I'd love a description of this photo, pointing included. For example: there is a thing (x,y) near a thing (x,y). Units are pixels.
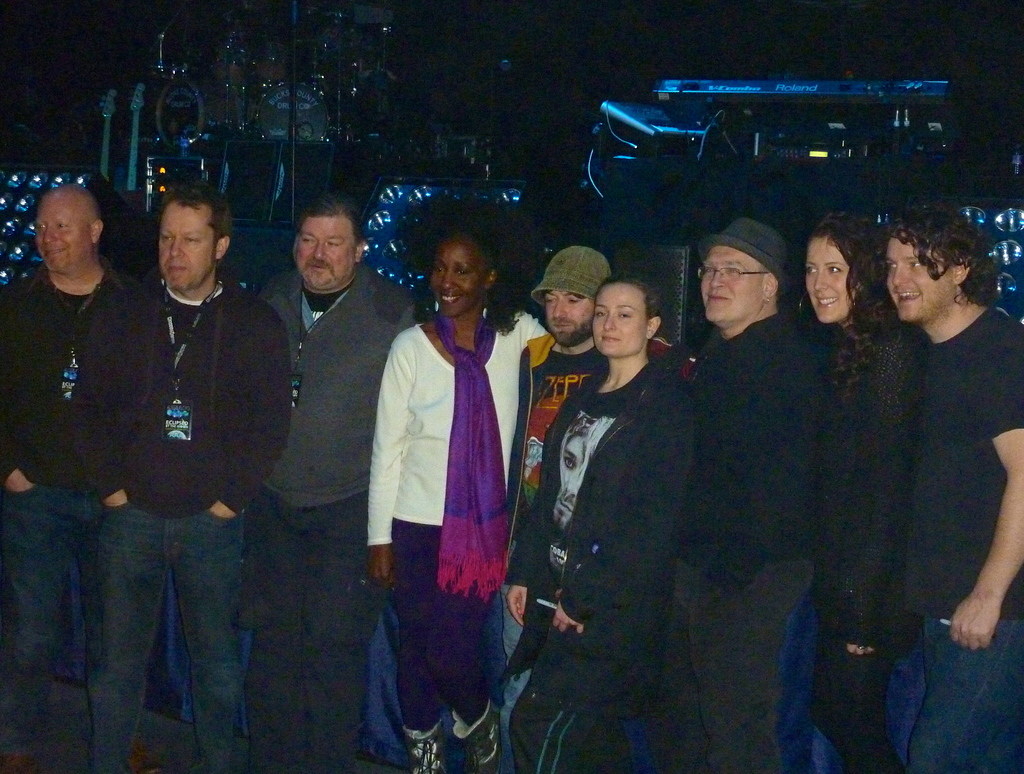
In this image, we can see some lights (375,216) and musical instruments (320,121). There are some persons (618,363) in the middle of the image (669,509) standing and wearing clothes (786,318).
